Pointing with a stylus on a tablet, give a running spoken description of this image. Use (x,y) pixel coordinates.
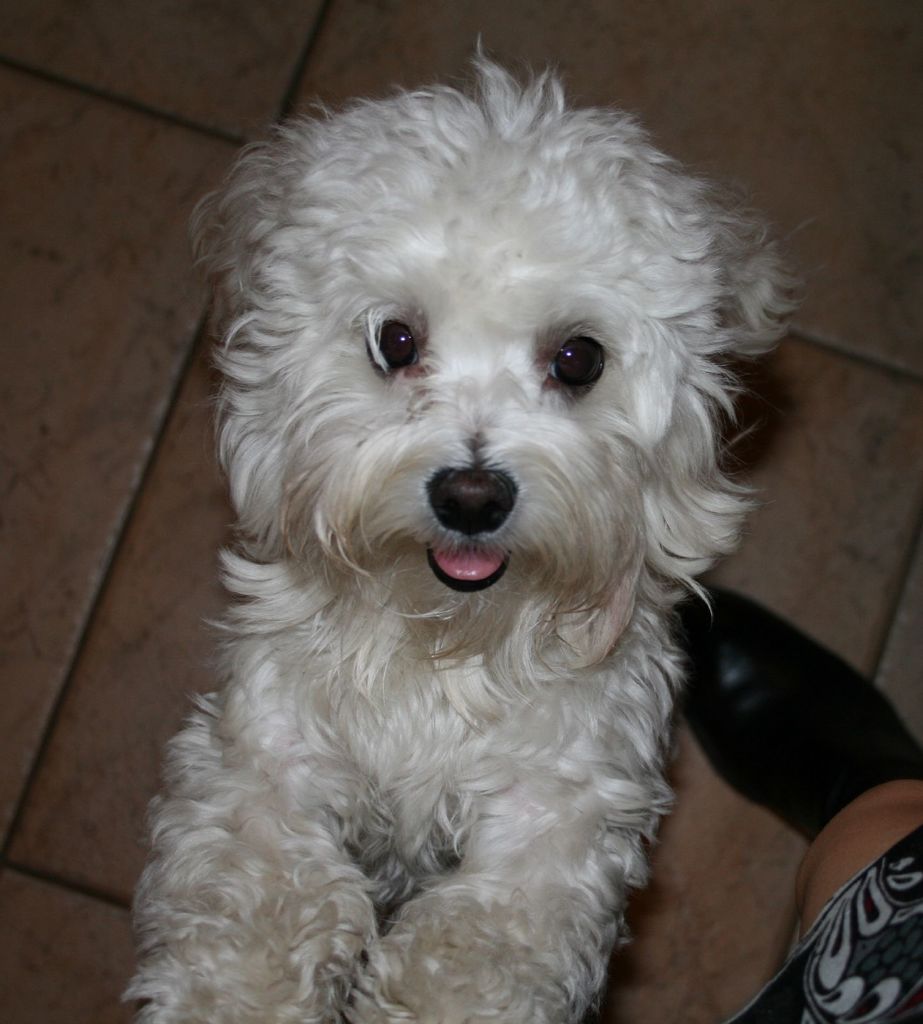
In the picture we can see a floor (49,155) with tiles (195,535) on it, we can see a dog (421,888) which is white in color with full of fur (435,888).
